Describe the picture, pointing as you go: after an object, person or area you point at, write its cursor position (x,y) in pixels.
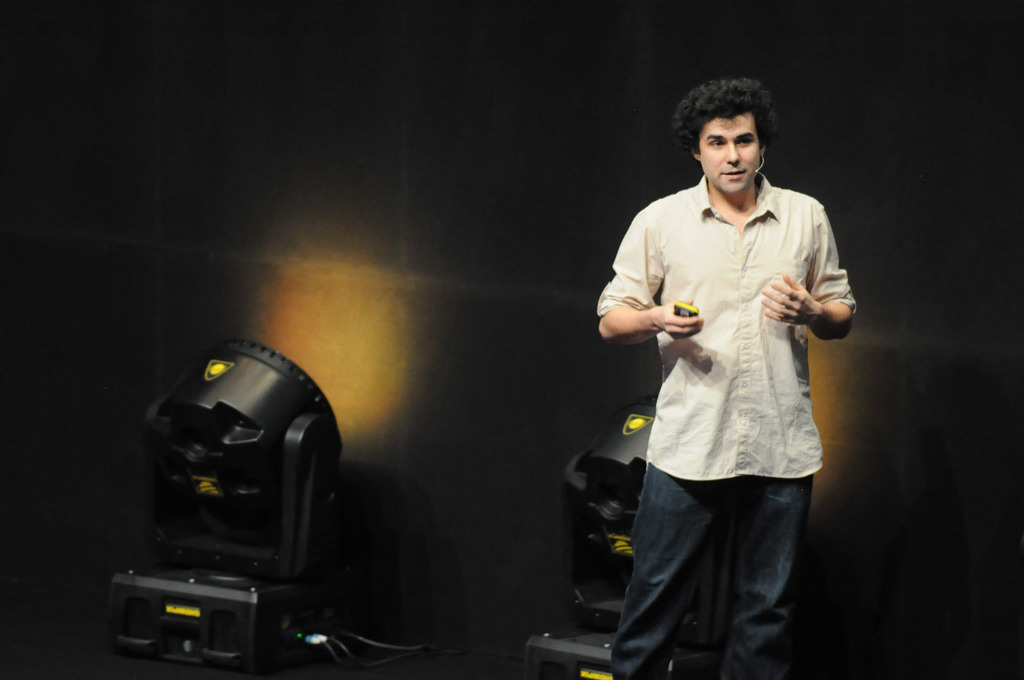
In this image I can see a man (774,348) is standing and I can see he is holding a yellow color thing (686,313). I can see he is wearing white shirt (736,431) and pant (636,560). In the background (623,487) I can see few black color lights (274,495) and I can see black color in background (497,114).
